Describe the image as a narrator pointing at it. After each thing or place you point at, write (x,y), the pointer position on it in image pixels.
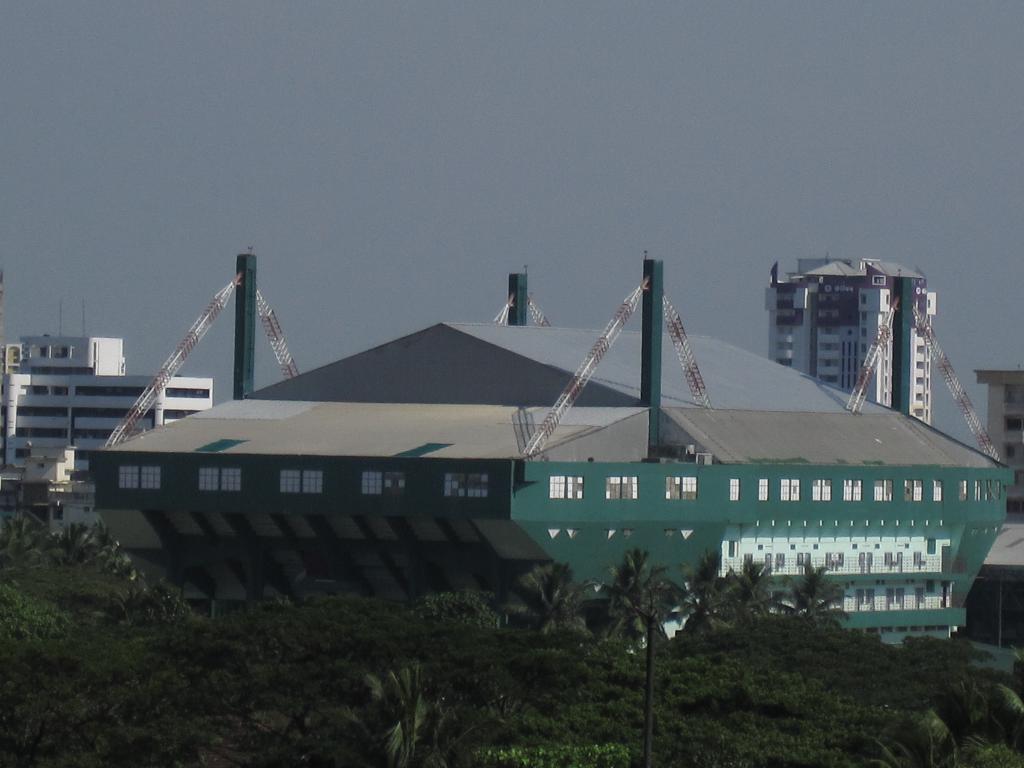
In this image there are trees (371,617). Behind there are buildings (129,413). Top of the image (532,69) there is sky (511,170). Bottom of the image (650,683) there is a pole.
